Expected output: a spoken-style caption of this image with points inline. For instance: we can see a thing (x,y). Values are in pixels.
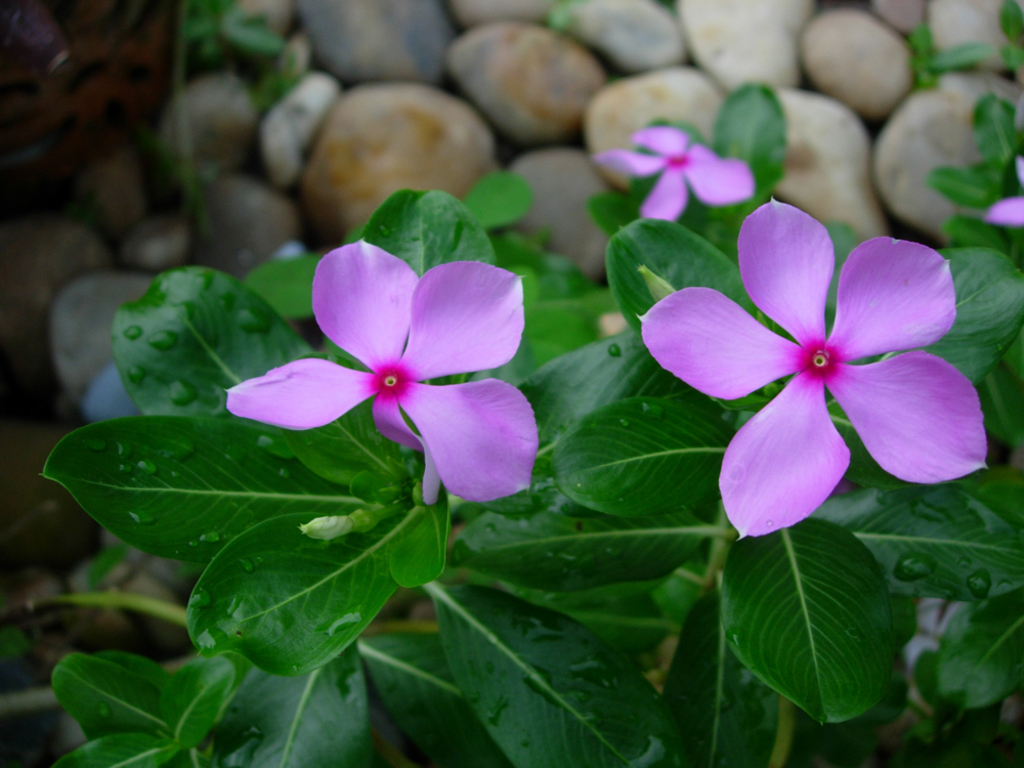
There are many rocks (530,130) in the image. There are few plants (642,404) in the image. We can see few flowers (677,323) to the plants (766,558).
